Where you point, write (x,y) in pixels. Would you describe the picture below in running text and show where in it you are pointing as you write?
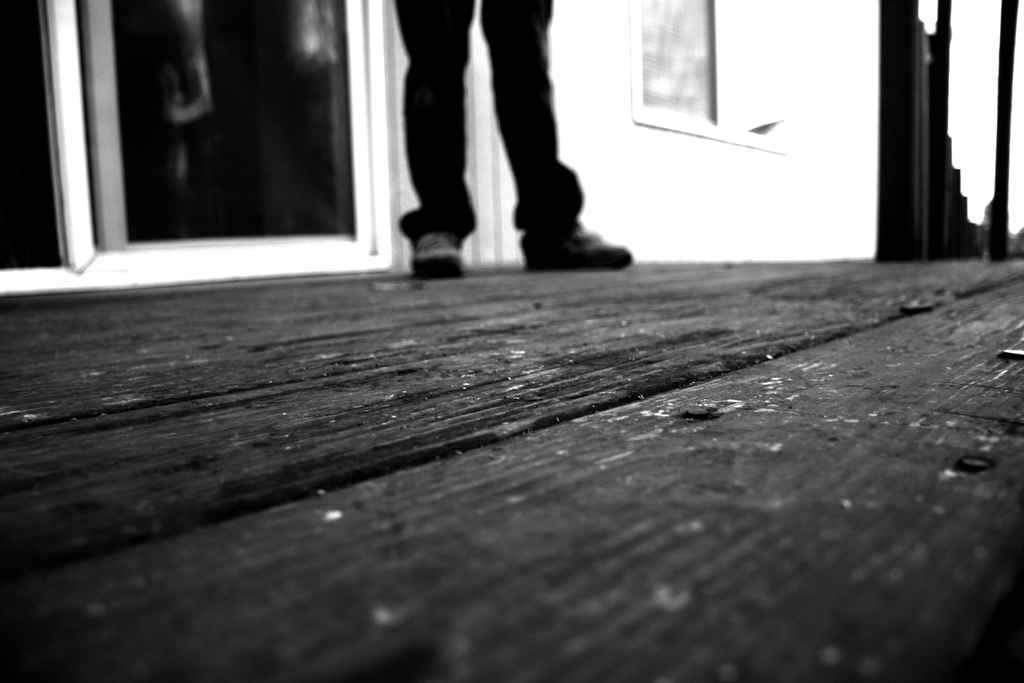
In this image we can see the legs (522,87) of a person (504,94), also we can see the doors (196,122) and a window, in the background (651,130), we can see the wall (838,41).
